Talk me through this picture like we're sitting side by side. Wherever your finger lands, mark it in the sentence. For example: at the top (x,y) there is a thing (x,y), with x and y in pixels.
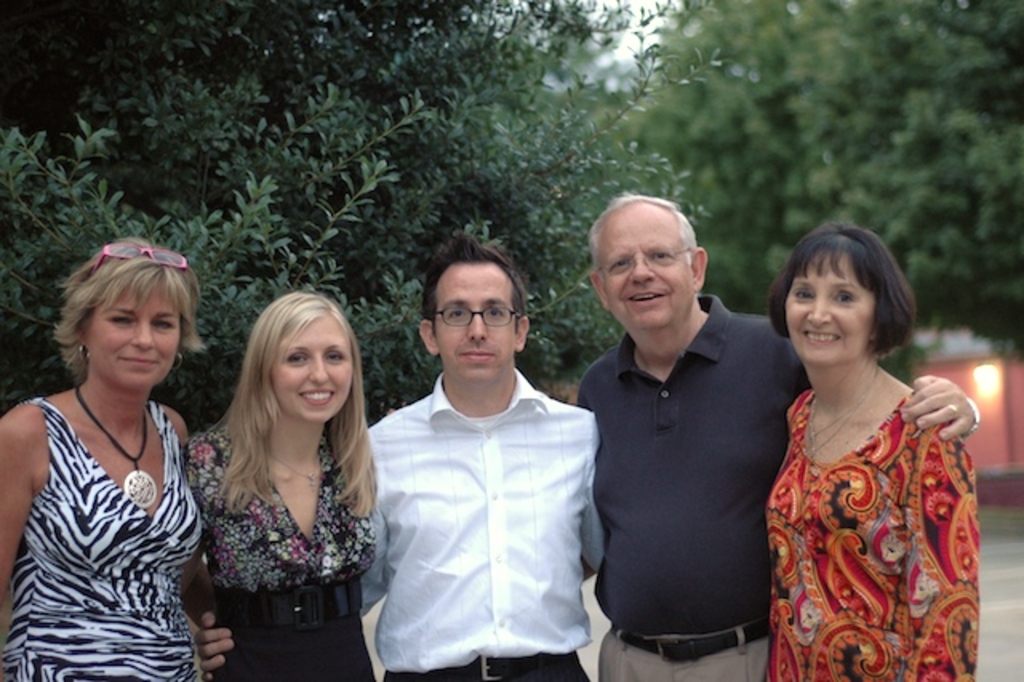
In this picture there are group of people (614,412) standing and smiling. At the back (997,404) there is a building (1012,361) and there is a light (993,378) on the wall (995,437) and there are trees (925,283). At the top (636,40) there is sky (625,28).
